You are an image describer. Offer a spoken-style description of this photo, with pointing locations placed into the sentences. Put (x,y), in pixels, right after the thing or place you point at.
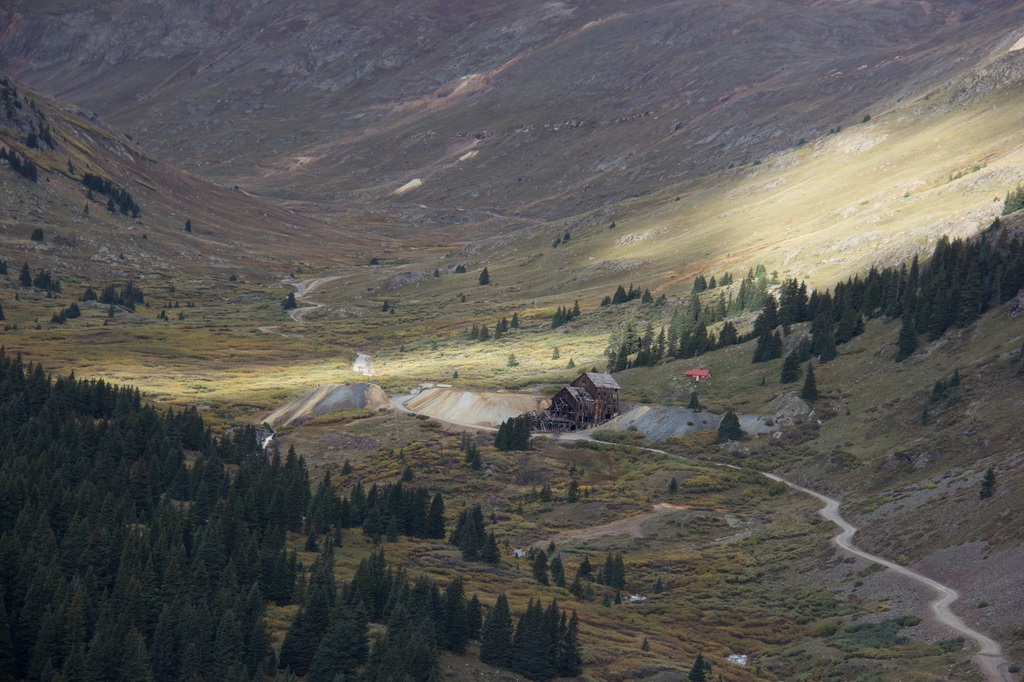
In this image we can see there are houses (579,399) and rocks (417,397). And there are mountains (383,201) and trees (777,339).
